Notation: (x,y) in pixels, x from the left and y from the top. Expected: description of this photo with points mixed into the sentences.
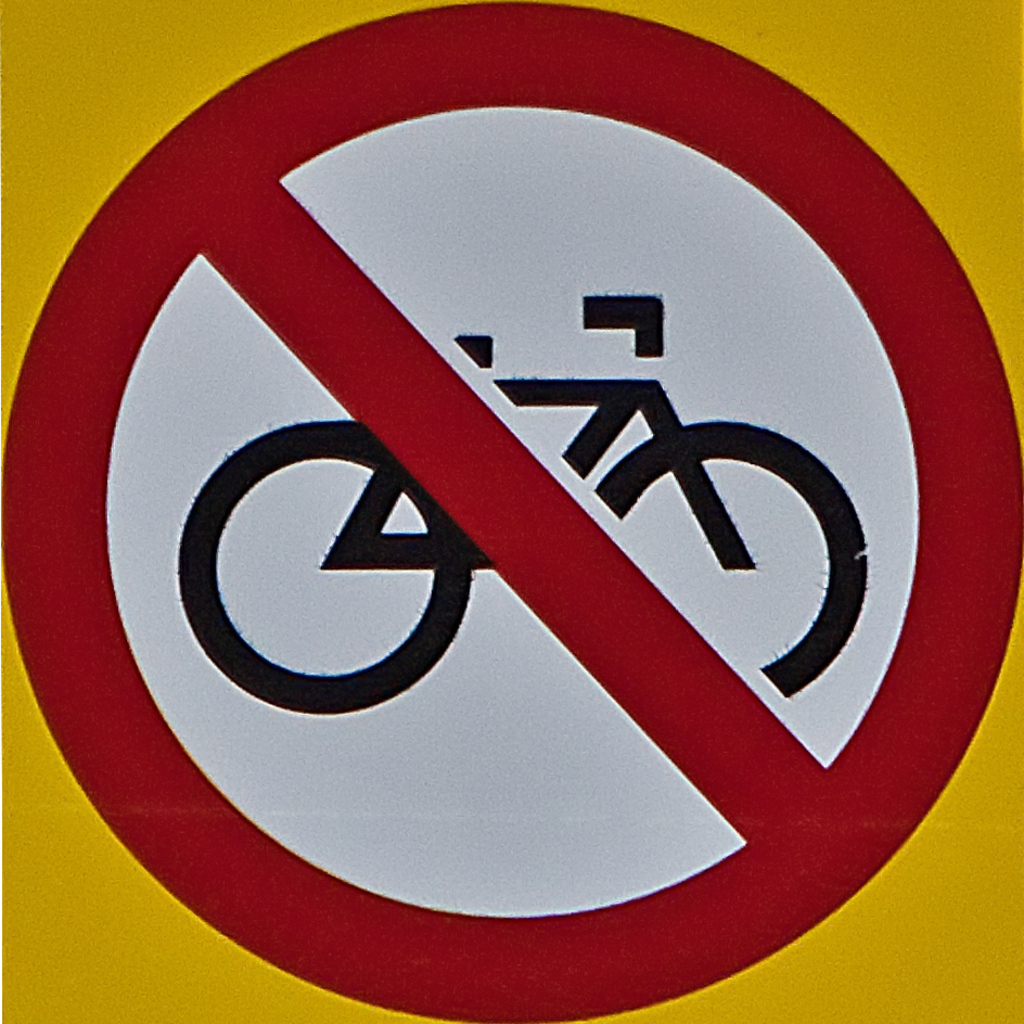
In the foreground of this image (421,750), there is a sign board (560,445) in which no bicycles (651,427) are allowed.
